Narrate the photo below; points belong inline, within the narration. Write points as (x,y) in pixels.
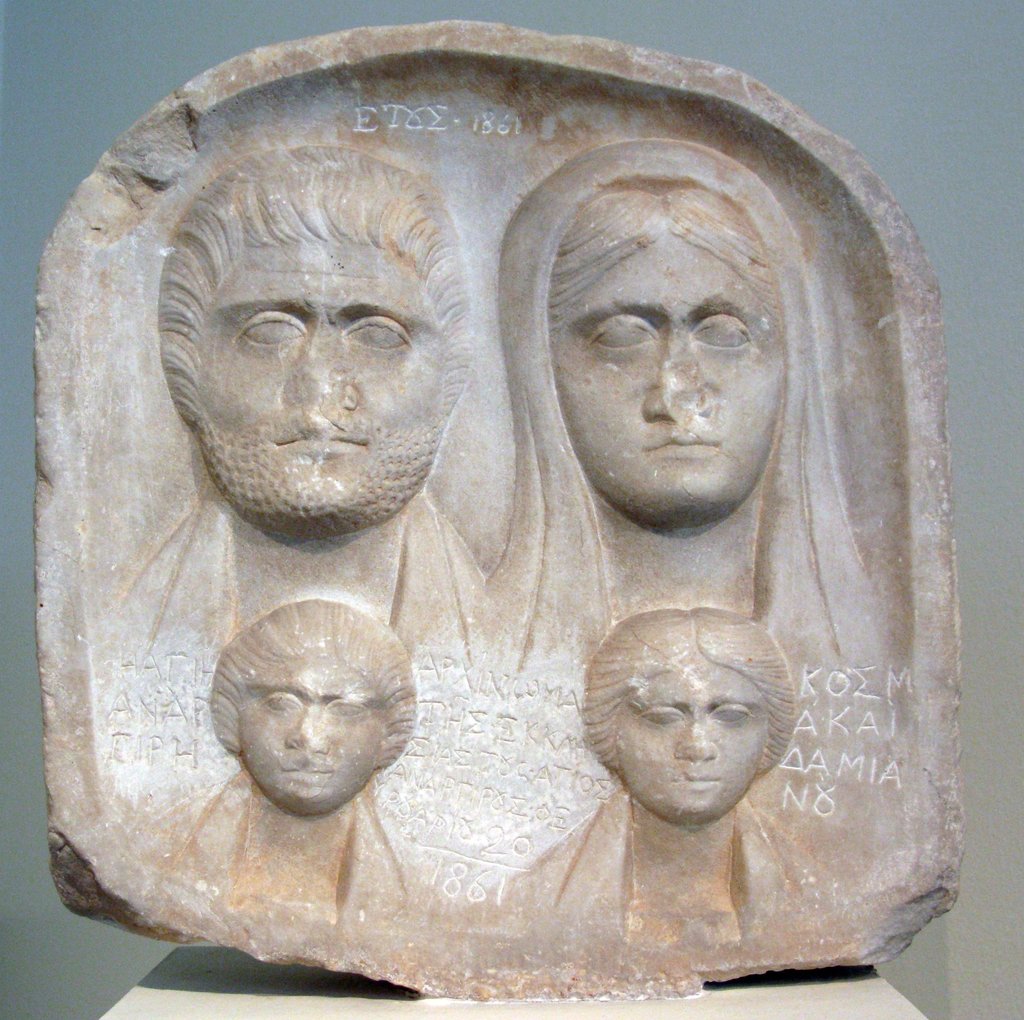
In this picture, we see a relief (347,477) or sculptures (758,581) which are attached to the stone (868,694). In the background (977,756), we see the wall (91,957) which is blue-grey in color.
